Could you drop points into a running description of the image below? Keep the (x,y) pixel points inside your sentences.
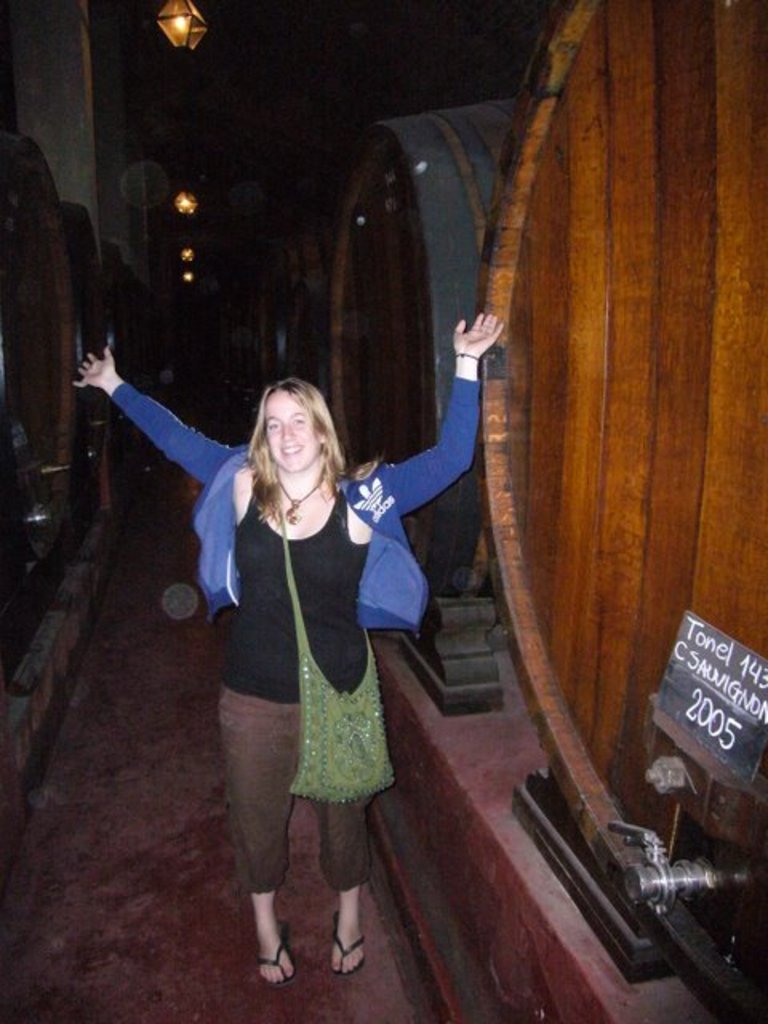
Here a woman (283,716) is standing on the floor (322,989) and raised her hands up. In the background (31,232) there are big barrels (361,313) and lights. On the right (721,707) there is a small board (721,714) with text (716,733) written on it and a tap (661,871) to the barrel (683,923).
